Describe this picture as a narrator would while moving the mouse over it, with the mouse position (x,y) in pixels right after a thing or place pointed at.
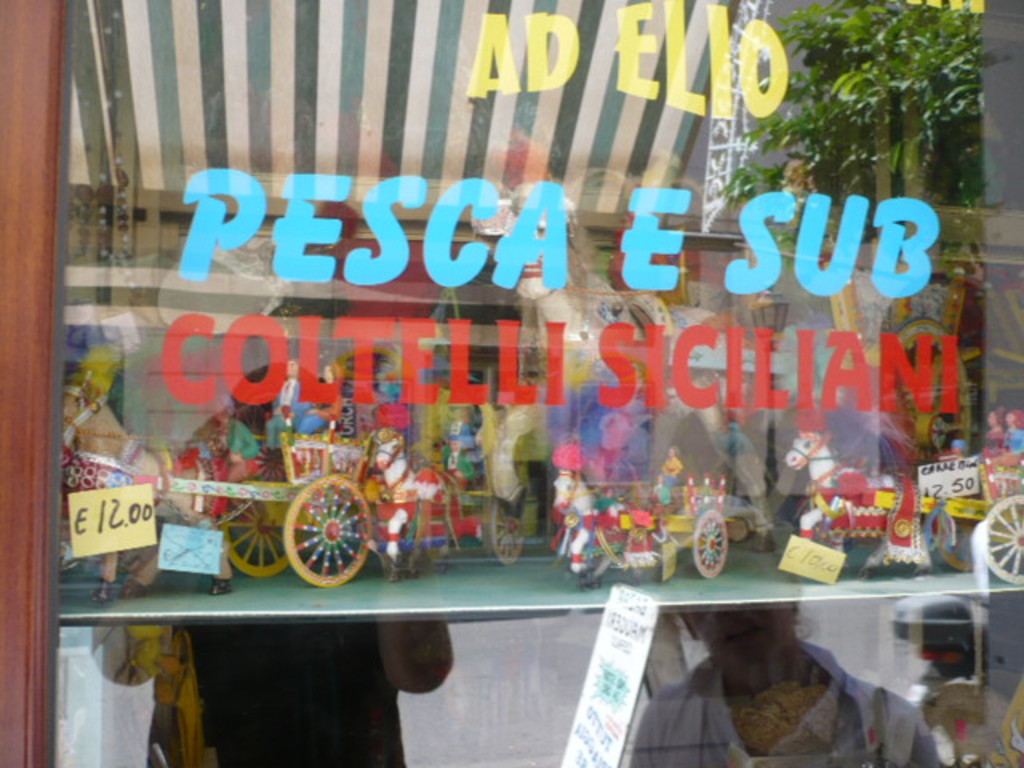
In the picture there is a glass (118,361) in front of a store (36,373) and the pictures (288,637) of two people (836,736) were being reflected on the glass (413,447) of the store (474,514).
